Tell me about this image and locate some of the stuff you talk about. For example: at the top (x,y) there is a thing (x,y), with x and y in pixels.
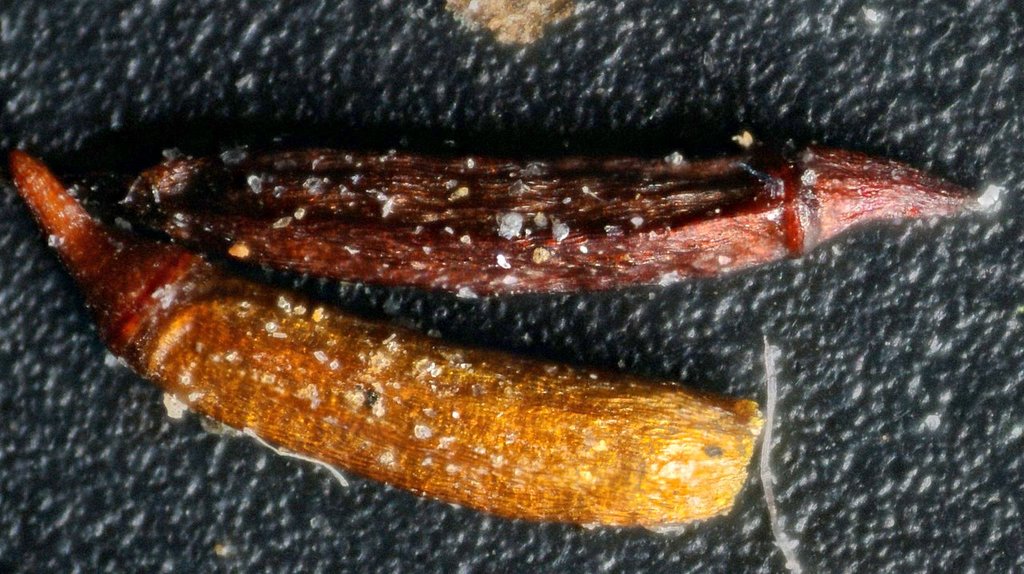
In this picture, those are looking like some food items (327,260) on a black object (222,447).
